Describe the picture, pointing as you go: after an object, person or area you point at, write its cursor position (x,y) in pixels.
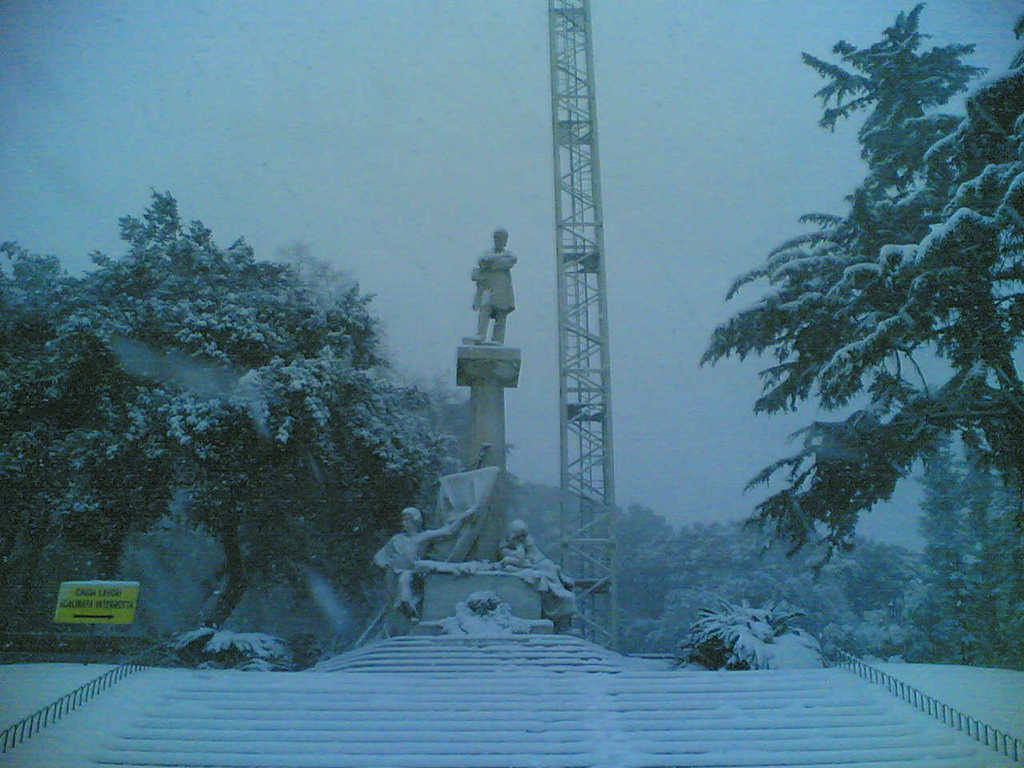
In the center of the image (502,342) there are sculptures (468,547). At the bottom (261,718) there is snow (405,710). In the background (246,640) there are trees (94,362) covered by snow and there is a tower (589,408). At the top (309,91) there is sky (709,117). On the left (97,615) there is a board (86,611).
